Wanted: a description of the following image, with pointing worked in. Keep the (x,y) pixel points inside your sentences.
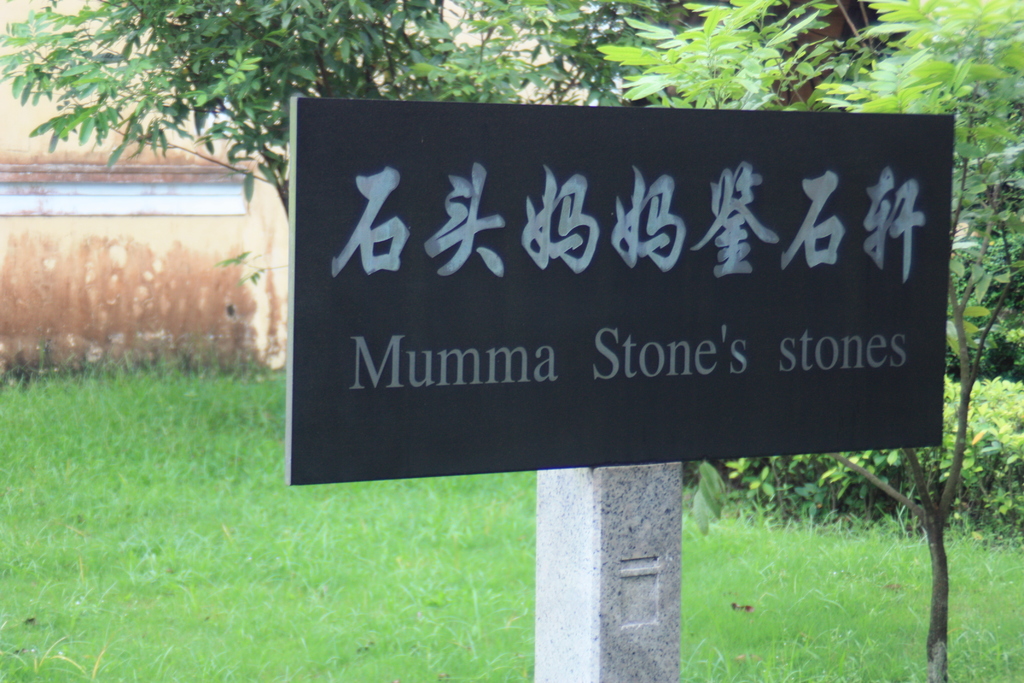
In this picture there is a black board (675,288) which has something written on it is attached to a pole (616,555) behind it and there are trees (577,61) in the right corner (693,53) and the ground (174,540) is greenery (242,547).
